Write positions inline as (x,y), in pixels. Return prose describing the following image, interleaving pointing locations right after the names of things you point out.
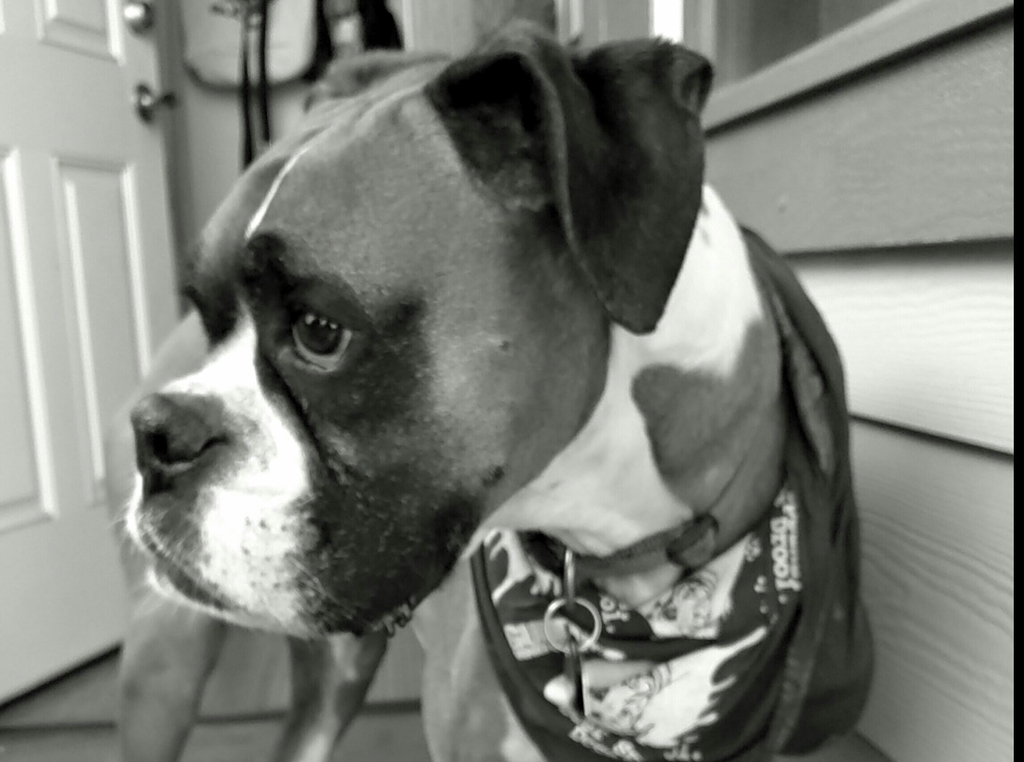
This is a black and white image. In this image we can see a dog (512,335) standing on the floor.
